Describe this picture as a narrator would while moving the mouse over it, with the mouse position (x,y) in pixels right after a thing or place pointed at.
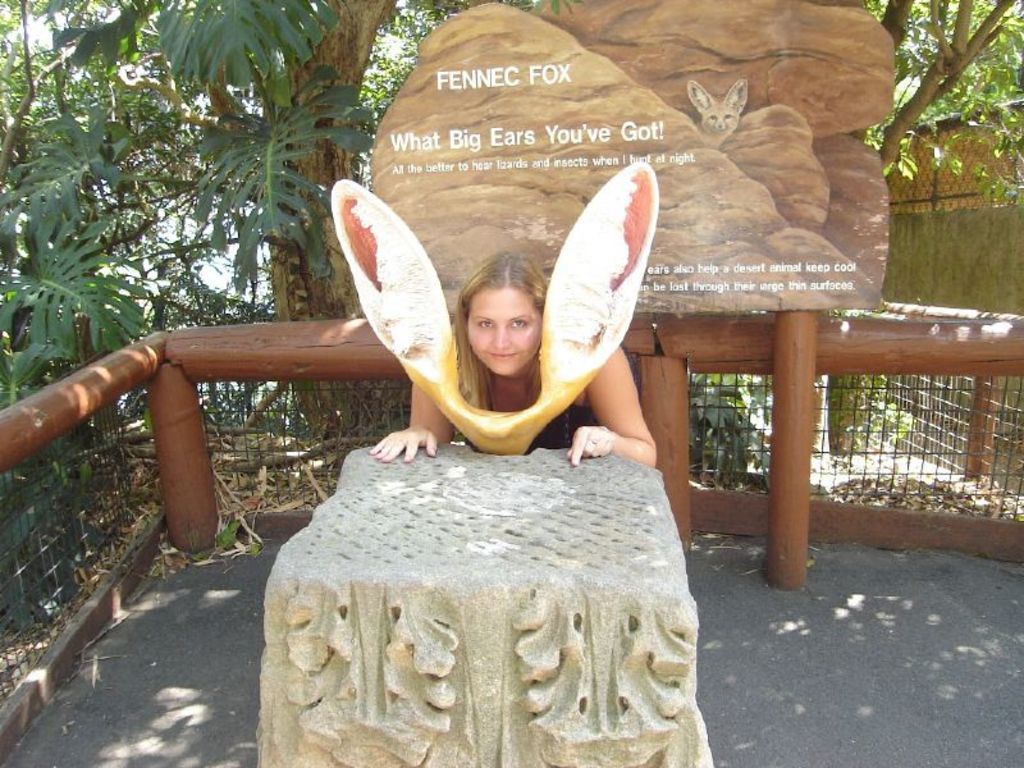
In the center of the image (459,363) there is a woman (491,379) and statue (483,521) on the ground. In the background (1016,382) we can see trees (15,245), fencing (243,360), plants (95,321).
